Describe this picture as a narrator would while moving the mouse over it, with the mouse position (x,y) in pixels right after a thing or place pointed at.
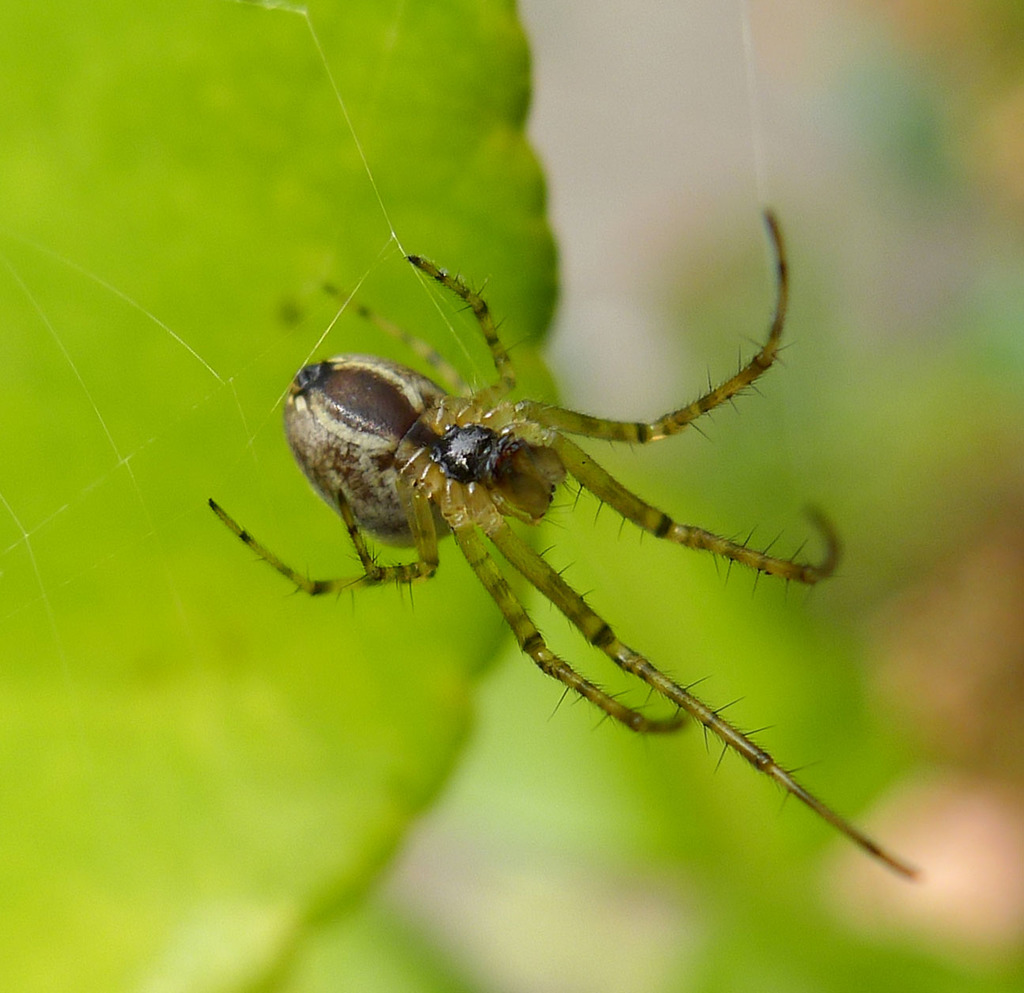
In this image, we can see an insect (460,459) on the leaf (377,346) and the background (920,805) is blurry.
